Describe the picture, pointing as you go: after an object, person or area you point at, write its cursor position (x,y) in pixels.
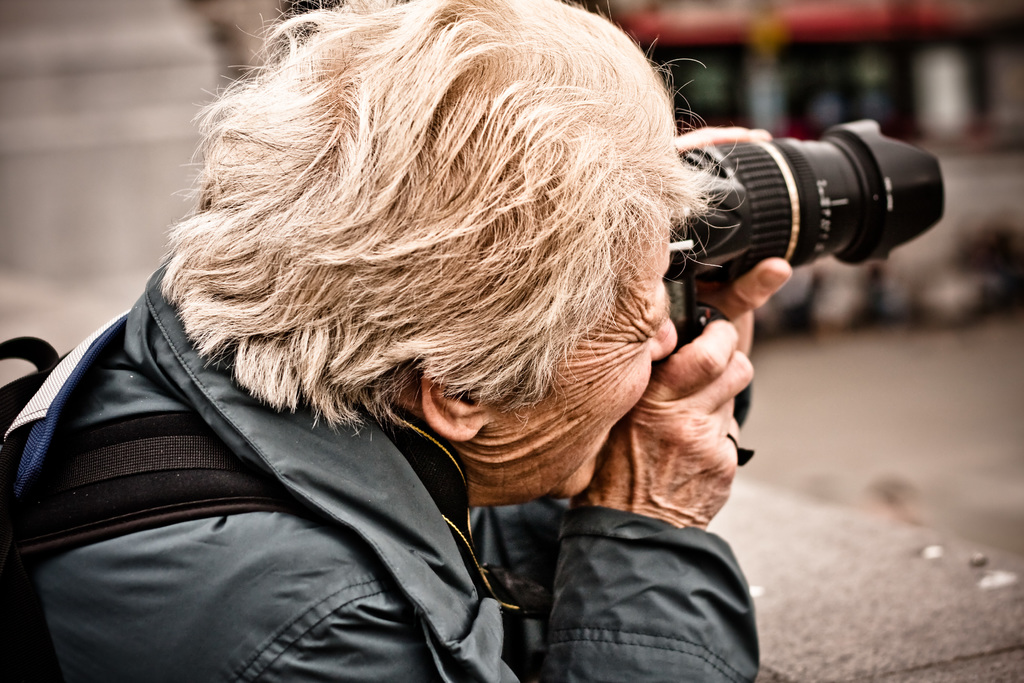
In this picture we can see a person (319,72) who has white hair (451,110) and wrinkles (587,363) on his face (541,436) wearing a jacket (309,520) and backpack (151,438) on his shoulders (142,411) is holding a camera (856,165).
